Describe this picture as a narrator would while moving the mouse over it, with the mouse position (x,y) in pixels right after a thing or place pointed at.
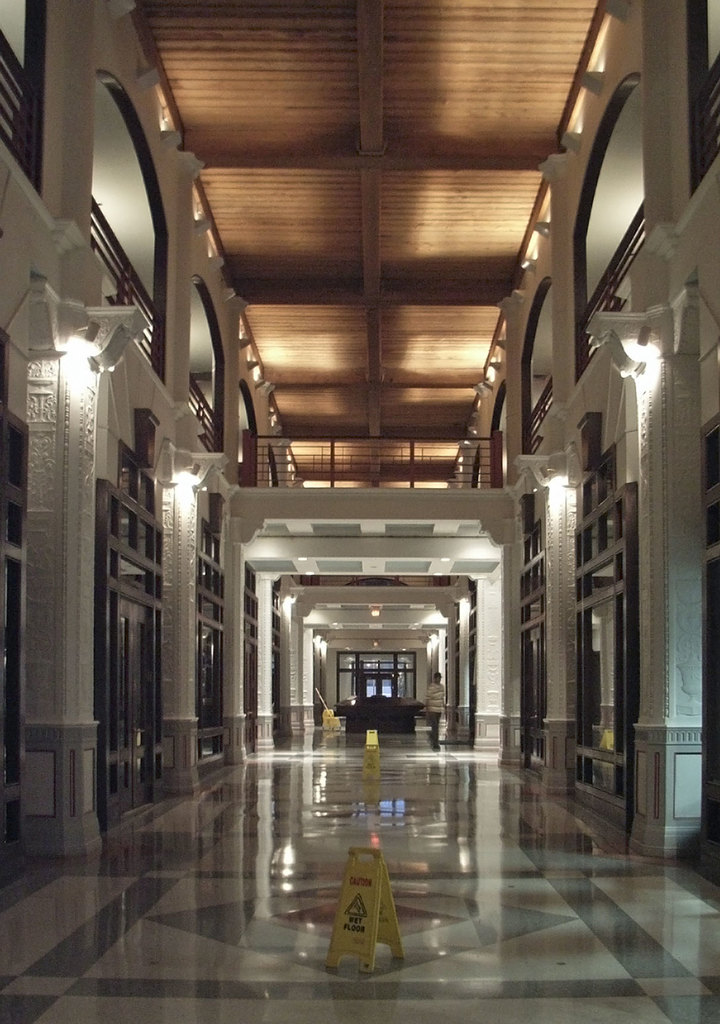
In this picture I can see inner view of a building (284,379), a human (431,713) standing and couple of caution boards (391,944) on the floor (351,794) and I can see few lights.
